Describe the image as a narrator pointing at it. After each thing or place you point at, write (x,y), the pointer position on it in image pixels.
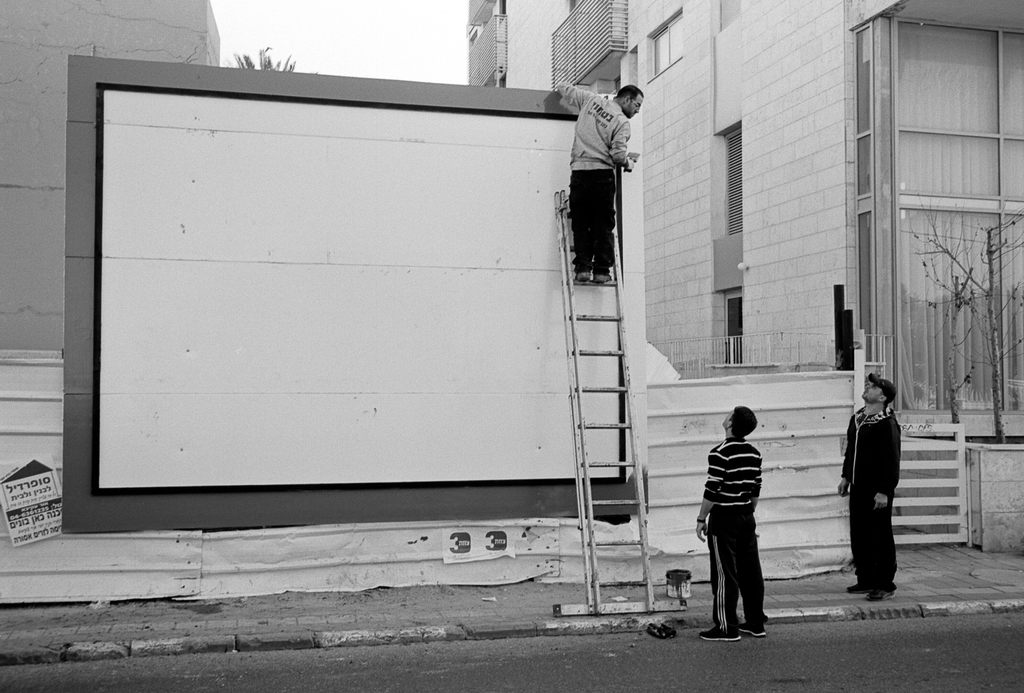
In this image there are two people (753,601) standing on the road (721,672). In front of them there is a bucket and sandals (658,628). There is a person (598,226) standing on the ladder (600,613). In front of him there is a board (378,426). On the right side of the image (921,457) there is a gate (904,482). There is a railing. There are trees (989,323). In the background of the image (672,131) there are buildings (733,201). At the top of the image (385,21) there is sky (364,17).
